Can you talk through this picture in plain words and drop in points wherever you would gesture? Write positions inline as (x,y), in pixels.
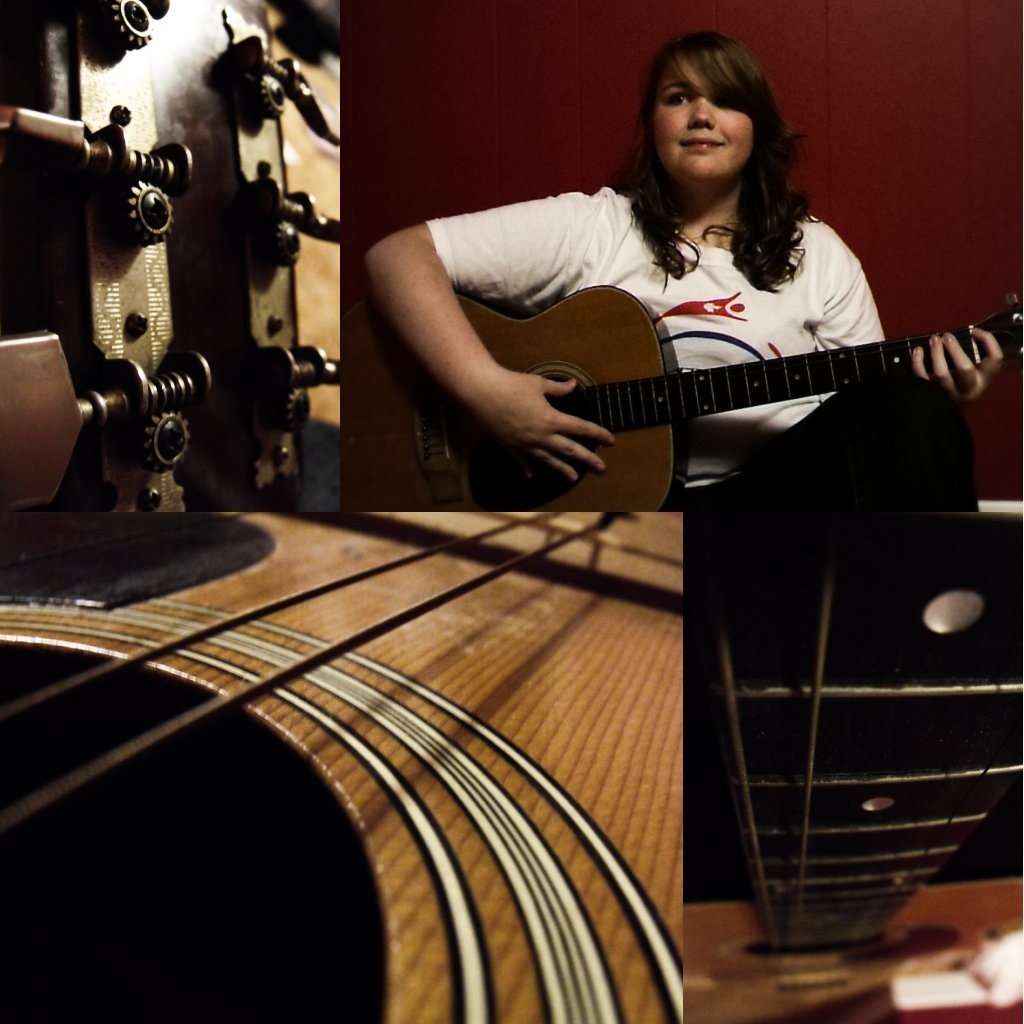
This is a collage. On the right (794,355) top a lady (813,239) is playing guitar (605,331). She is smiling. She is wearing a white t-shirt (703,310). On the other three image there are parts of guitar (262,794).
